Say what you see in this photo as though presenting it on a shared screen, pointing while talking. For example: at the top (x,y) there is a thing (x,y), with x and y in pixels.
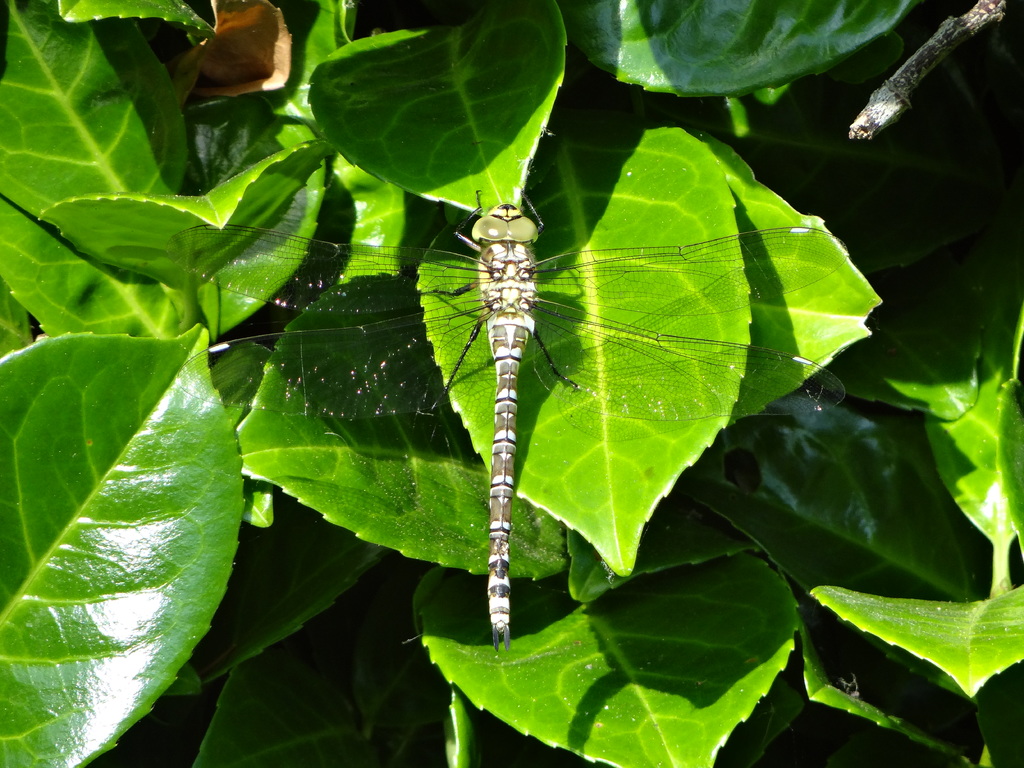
There is a dragon fly (498,345) on the leaf (605,447) of a plant (610,486) and the colour of this insect (497,431) is white.
